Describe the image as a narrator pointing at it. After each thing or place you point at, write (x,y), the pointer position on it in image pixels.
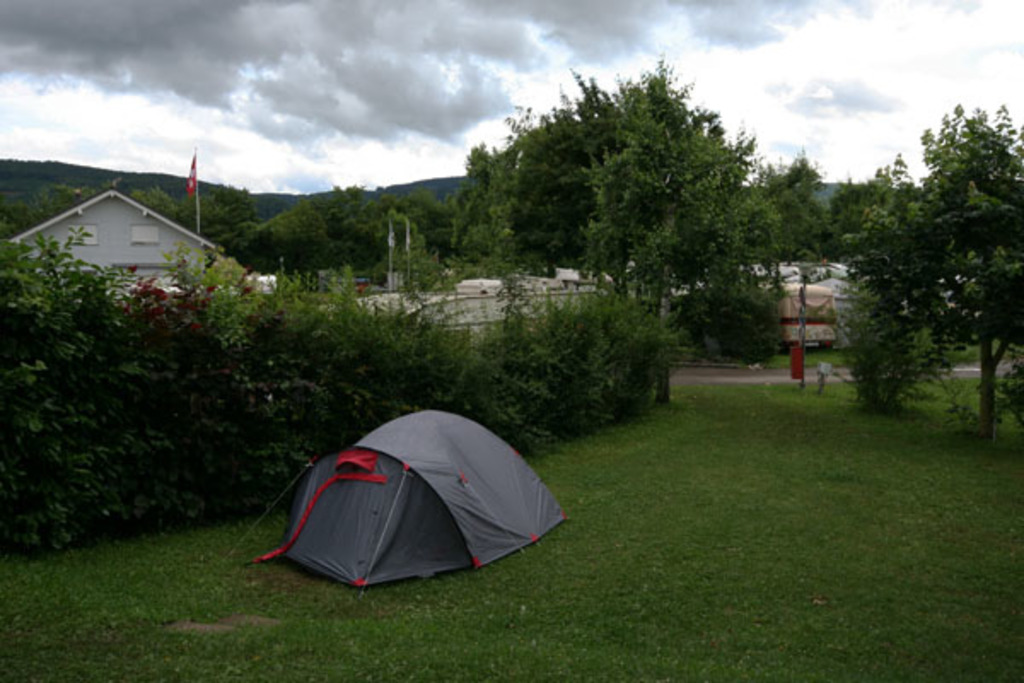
In this picture I can see there are plants (405,379), grass (668,633), building (122,193), road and in the backdrop (748,313) there are trees (696,211) and the sky (208,79) is cloudy.
